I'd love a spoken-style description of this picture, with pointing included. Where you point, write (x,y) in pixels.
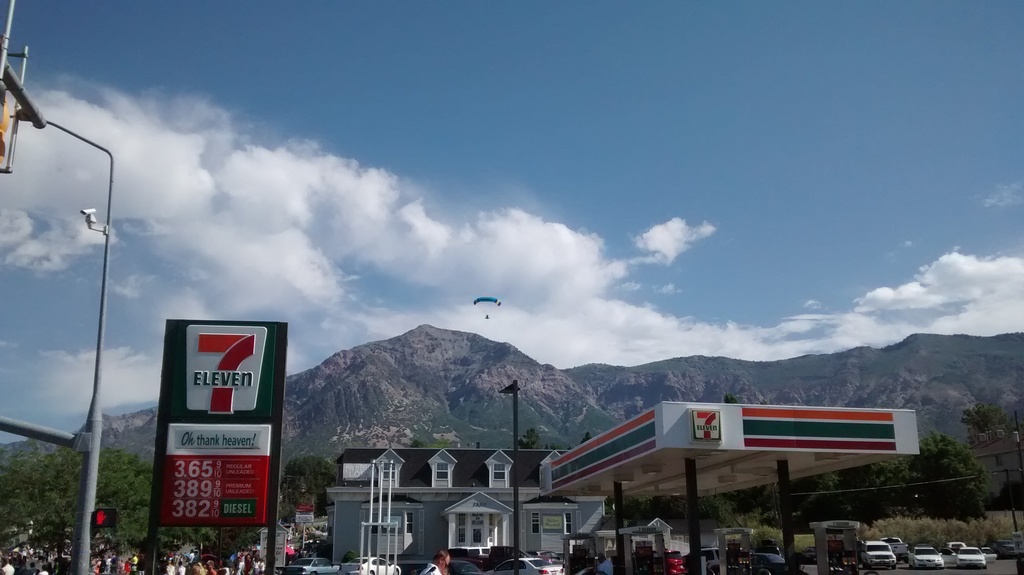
There are vehicles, people (204,568), a house (428,496), poles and a roof (613,472) in the foreground area of the image (531,471), there are mountains (532,364), a parachute (476,300) and the sky (516,335) in the background (738,341).
